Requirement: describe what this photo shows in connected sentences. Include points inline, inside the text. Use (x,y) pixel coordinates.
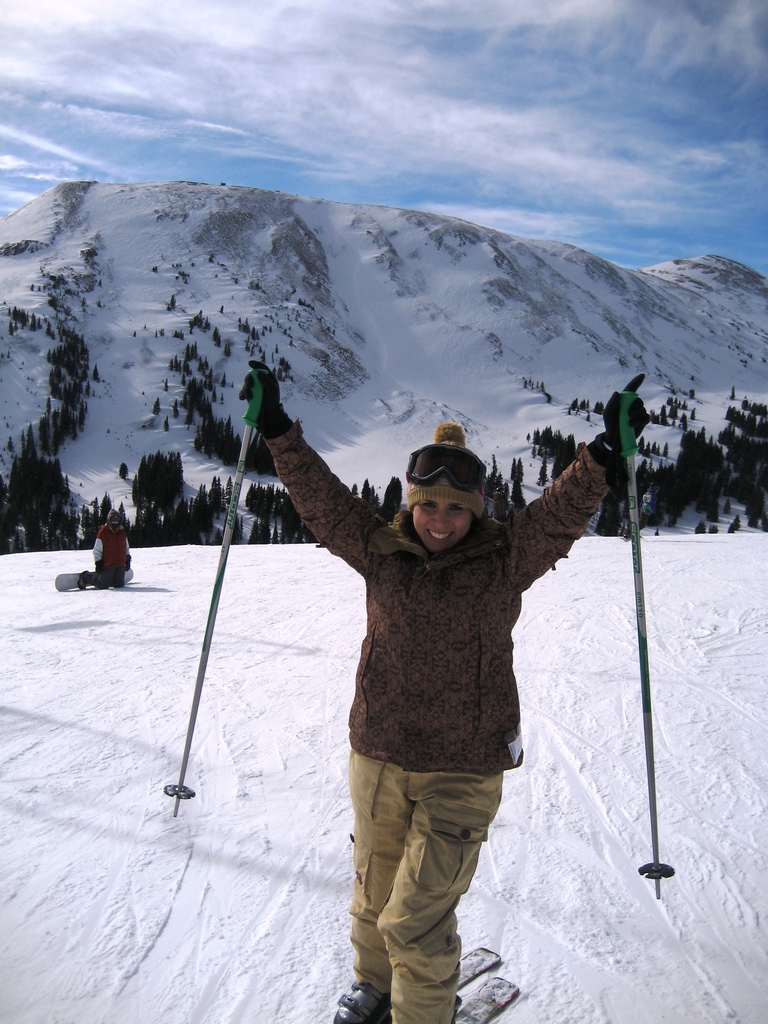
This image is clicked outside. There are mountains (429,345) in the back side (381,378). There are trees (37,486) in a middle. There is sky (404,129) on the top (634,115). There is a person (444,545) in the middle (369,569) who is holding ski sticks (637,551).
